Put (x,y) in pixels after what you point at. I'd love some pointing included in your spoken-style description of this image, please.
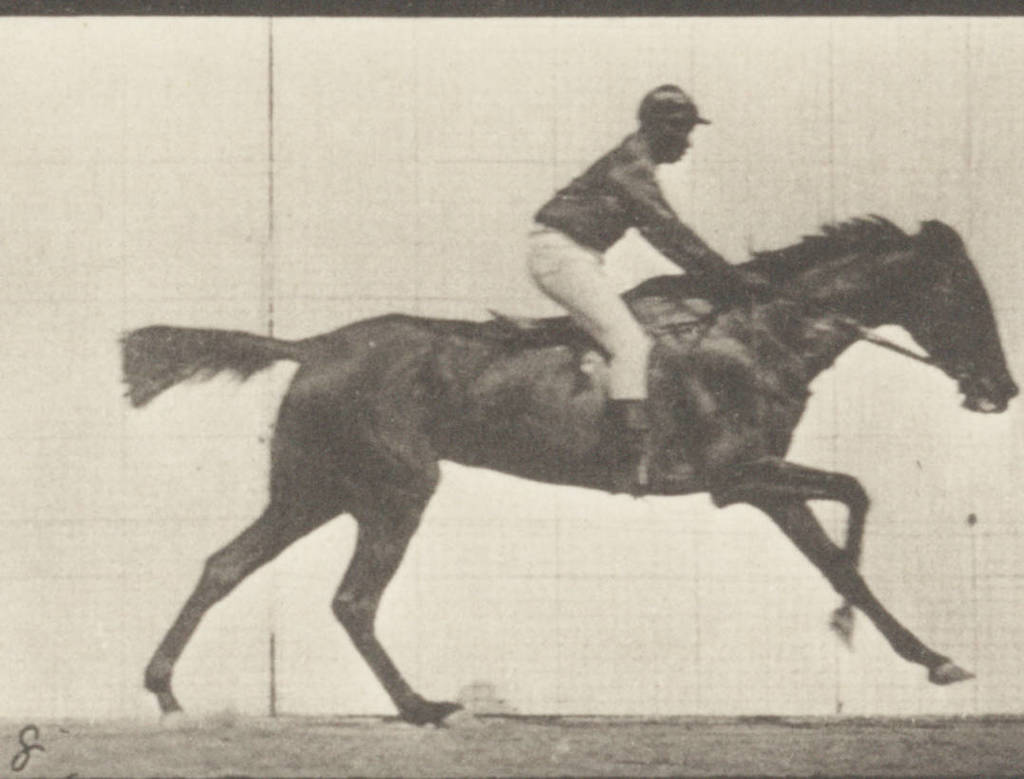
This is black and white picture. Here we can see a person (667,93) on the horse (651,399).
